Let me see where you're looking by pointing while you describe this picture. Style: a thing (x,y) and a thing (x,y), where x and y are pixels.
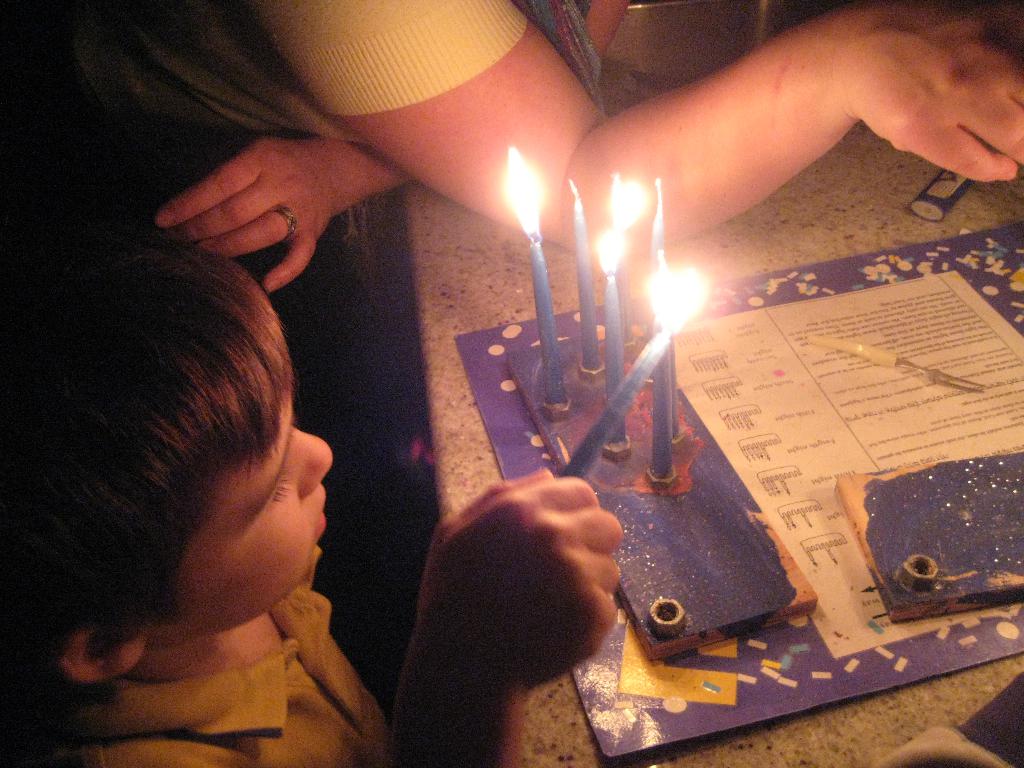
In this picture there is a boy (208,449) standing and holding the candle (672,283) and there is a person (297,112) standing and there are candles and objects (710,632) on the table (852,237).
